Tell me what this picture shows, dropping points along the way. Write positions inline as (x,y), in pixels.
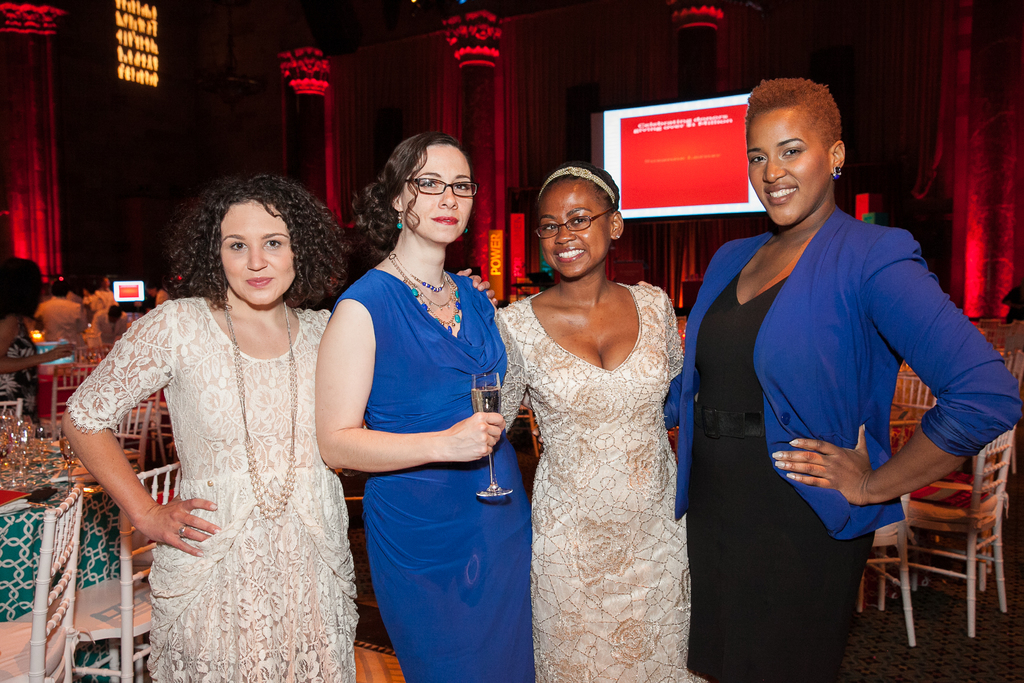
There are four people (594,415) standing and this person (526,561) holding a glass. In the background (134,460) we can see pillars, chairs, objects (10,511) on tables (23,513), screen (675,158) and curtains (699,259).
